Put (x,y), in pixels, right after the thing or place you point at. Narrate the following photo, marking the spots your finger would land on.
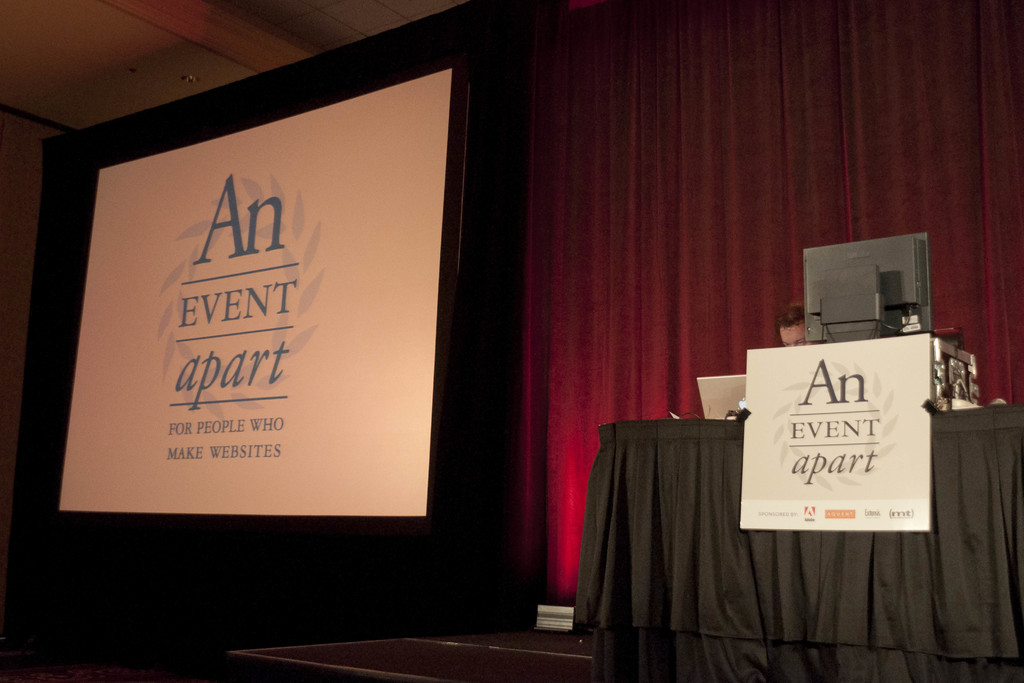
At the bottom of this image (424,661) there is a stage (436,661). On the right side (692,474) there is a table (637,457) which is covered with a cloth (765,583) and a board (830,442) is attached to the table (976,450). On the board (816,451), I can see some text (802,449). Behind a monitor (864,285), laptop (715,404) and some other objects (952,388) are placed on this table (970,419) and also there is a person (789,330). On the left side (168,339) there is a screen (285,348) on which I can see some text (204,306). In the background (680,283) there is a curtain (666,204).
